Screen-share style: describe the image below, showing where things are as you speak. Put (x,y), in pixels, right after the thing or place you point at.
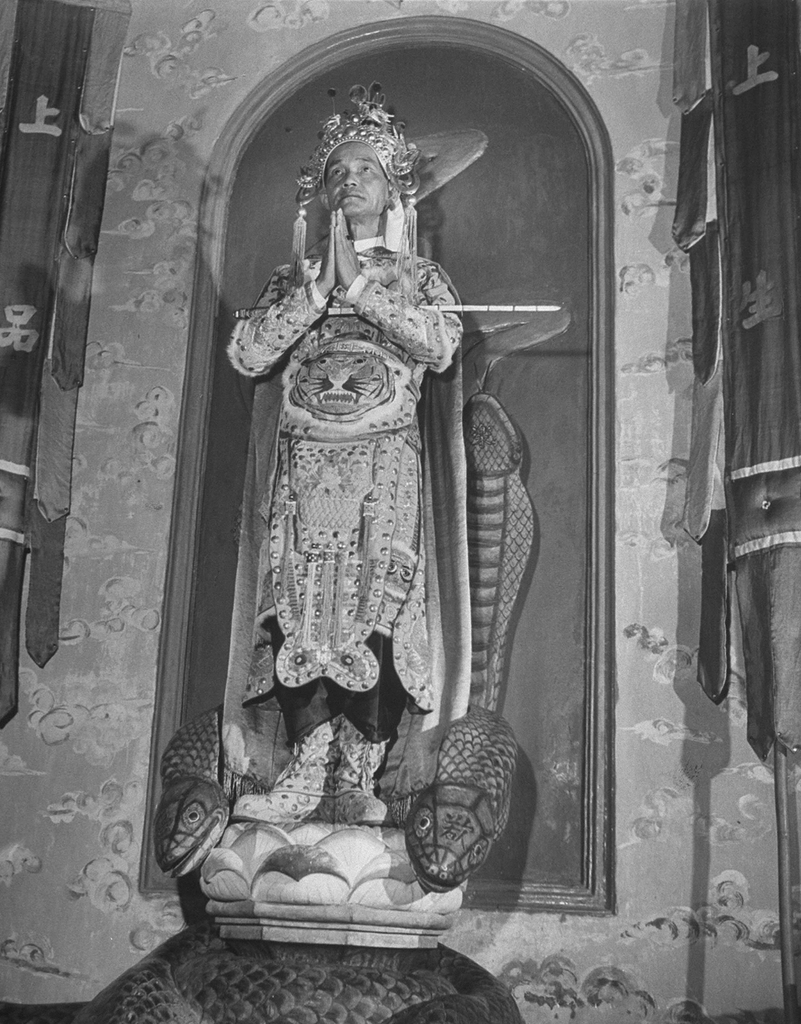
In the center of the image (336,628) we can see a man (368,690) standing. He is wearing a costume (391,506). In the background (598,274) there is a wall (537,194) and we can see curtains (51,295).
